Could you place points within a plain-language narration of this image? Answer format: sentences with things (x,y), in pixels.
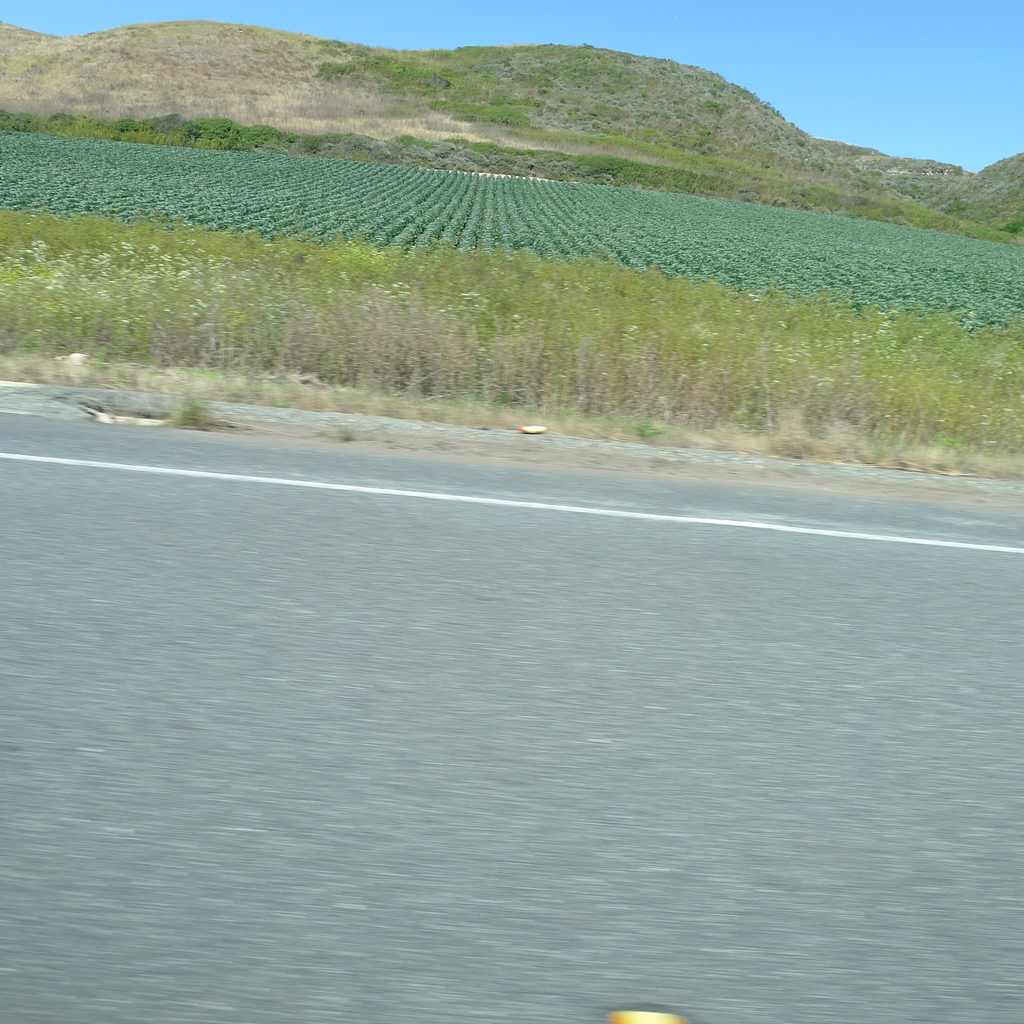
In this image, we can see the ground (928,718). We can also see some grass (537,357) and plants (185,180). We can also see some hills (675,80) and the sky (876,129).
